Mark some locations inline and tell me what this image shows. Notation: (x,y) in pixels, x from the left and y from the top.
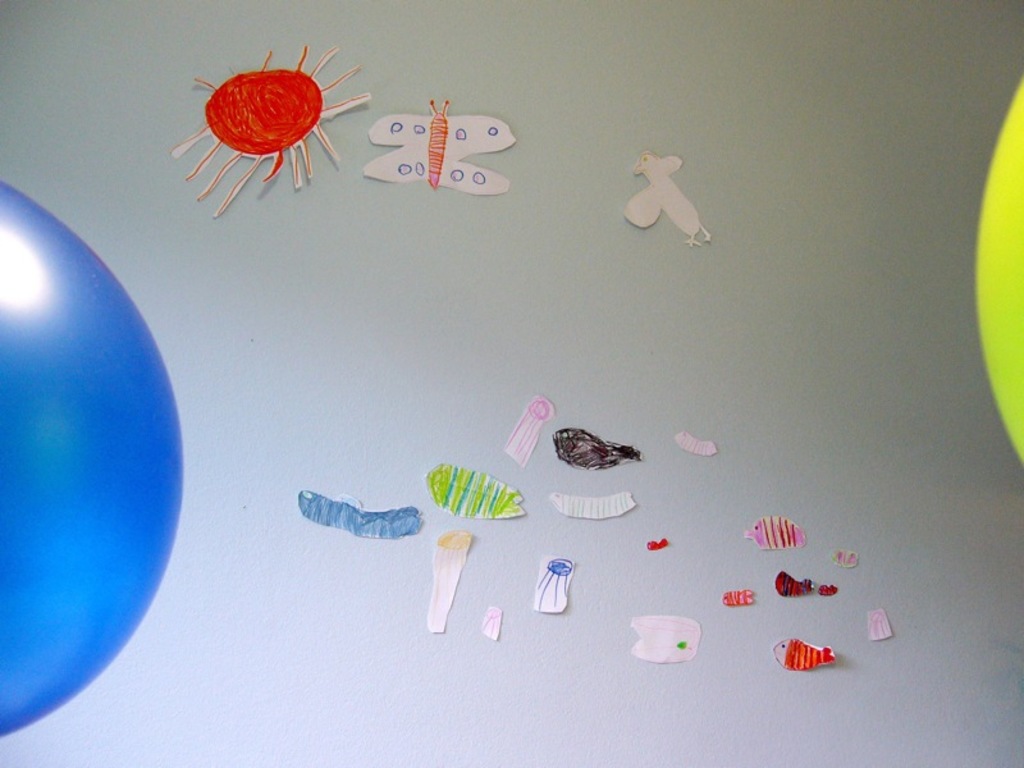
In this picture we can see some paper crafts (251,143), there is a plain background (701,83).
